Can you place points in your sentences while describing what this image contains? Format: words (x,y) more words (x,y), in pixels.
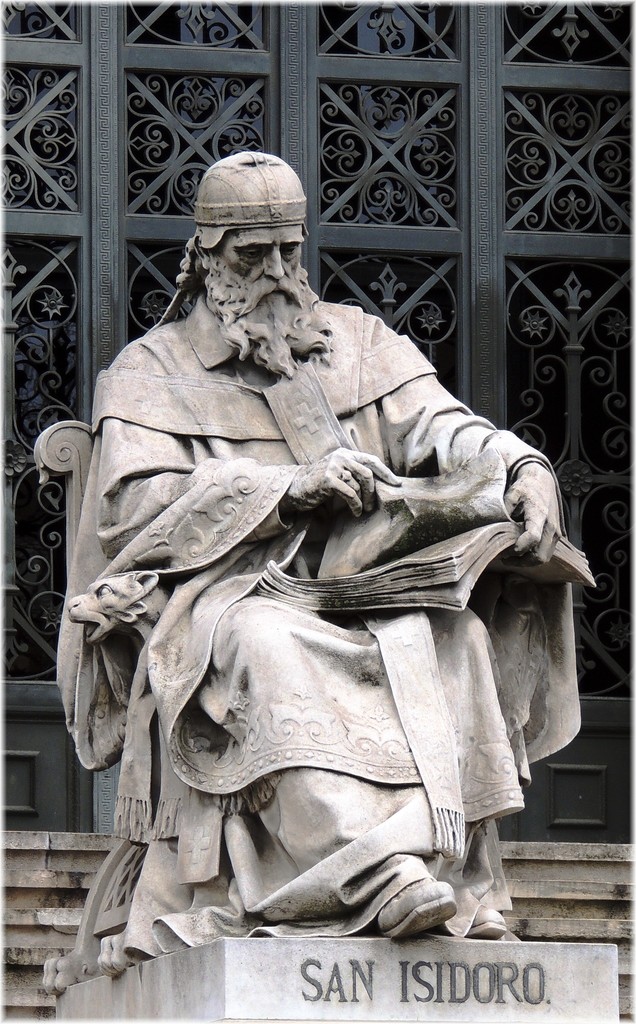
In the center of the image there is a statue (103,905). In the background of the image (373,284) there is a gate (56,180).
